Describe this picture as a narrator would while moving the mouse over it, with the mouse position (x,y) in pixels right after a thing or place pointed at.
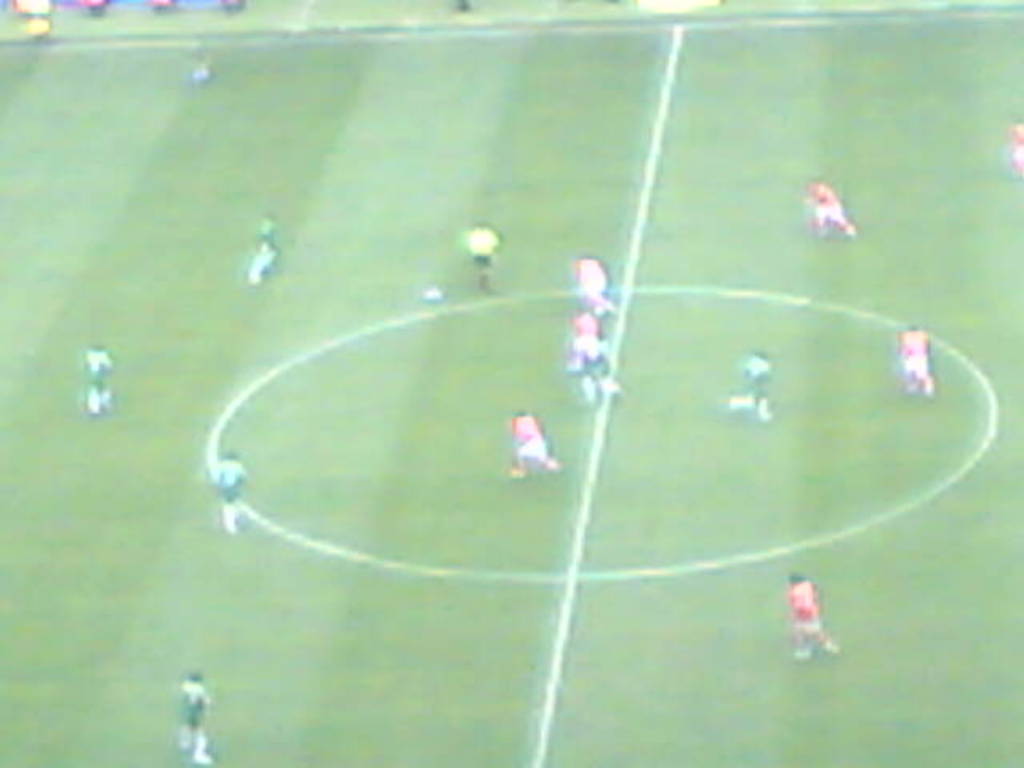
This image is taken in a stadium (436,418) where the persons (800,591) are playing.
